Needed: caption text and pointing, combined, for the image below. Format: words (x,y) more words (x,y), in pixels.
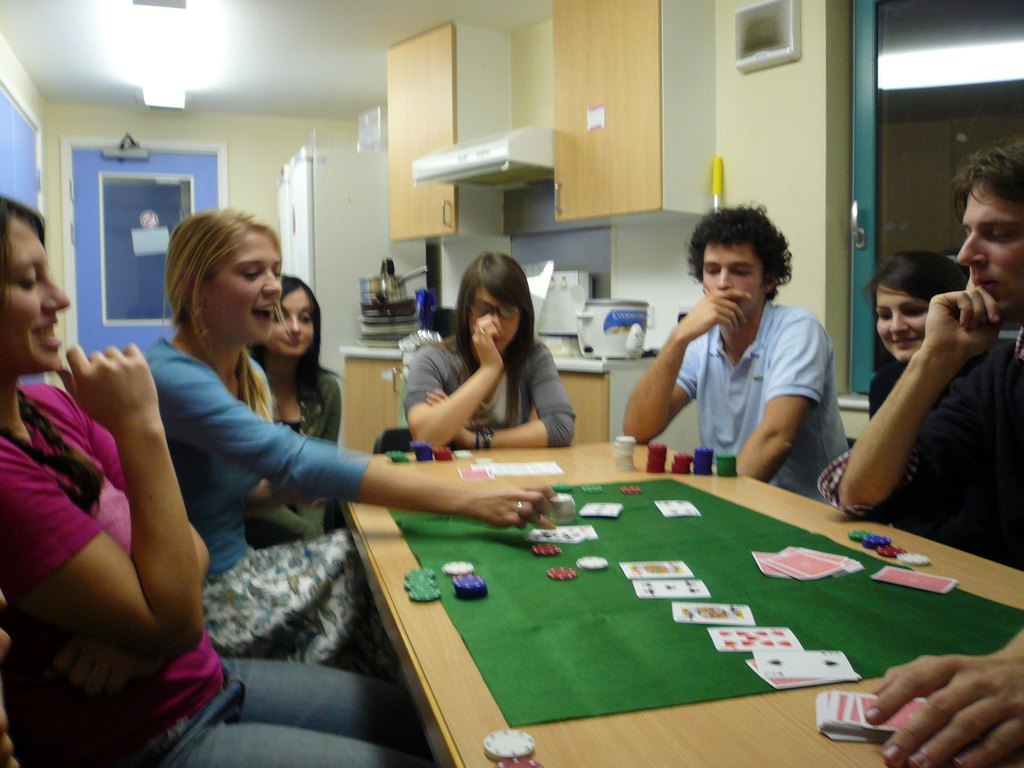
There are many people (275,341) sitting over a table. They are playing cards (722,613). There is a green mat (558,647) kept on the table (609,732). There are coins (475,577). In the background (268,152) there is a wall (253,135), cupboard (396,149), cooker (597,324).
